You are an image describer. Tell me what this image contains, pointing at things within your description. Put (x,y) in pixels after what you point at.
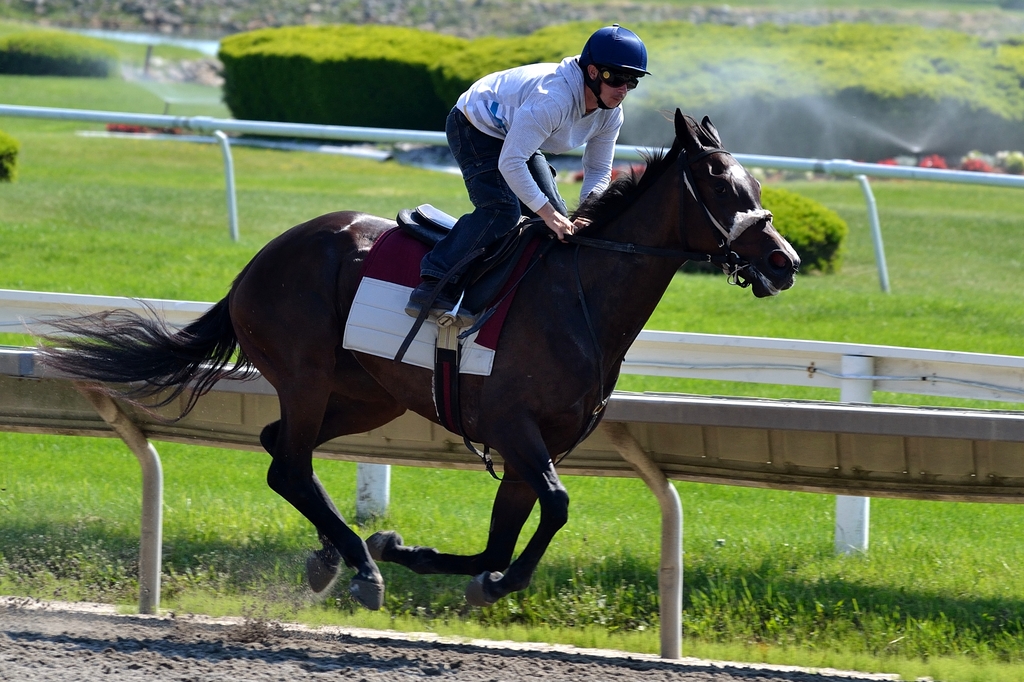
In this image I can see the ground (288,621) and a person (501,172) riding a horse (555,343). In the background (966,443) I can see the railing (978,453), few pipes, some grass (285,182), the water sprinkler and few trees (759,75) which are green in color.
